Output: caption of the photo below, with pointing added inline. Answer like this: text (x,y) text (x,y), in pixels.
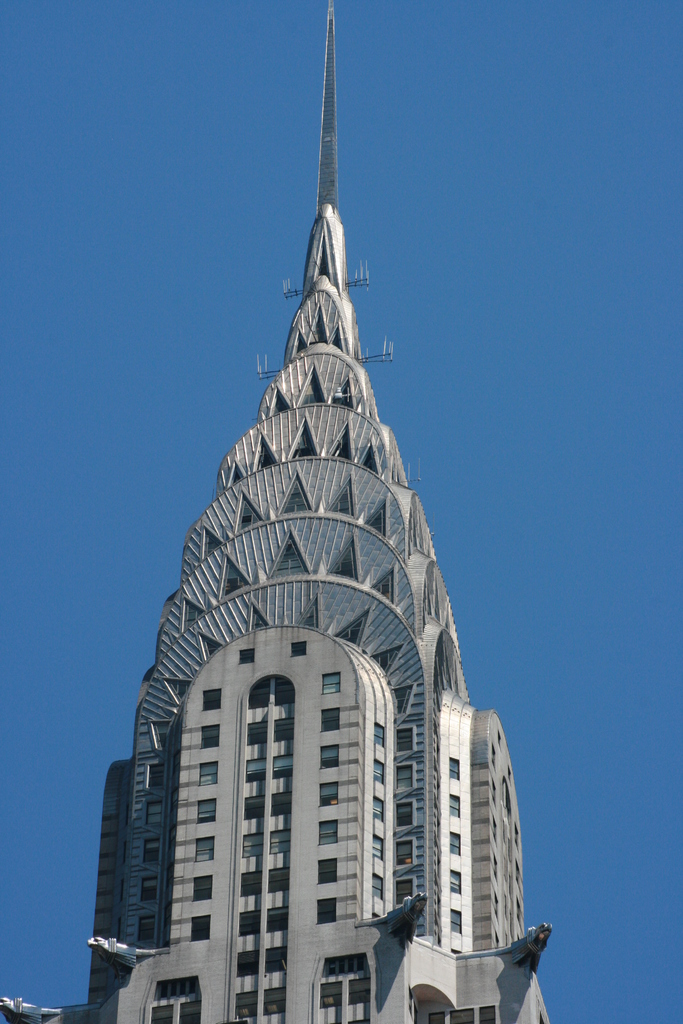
In this picture we can see the Chrysler building (332,635) in the front (331,595), there is the sky (552,207) in the background (555,267).
